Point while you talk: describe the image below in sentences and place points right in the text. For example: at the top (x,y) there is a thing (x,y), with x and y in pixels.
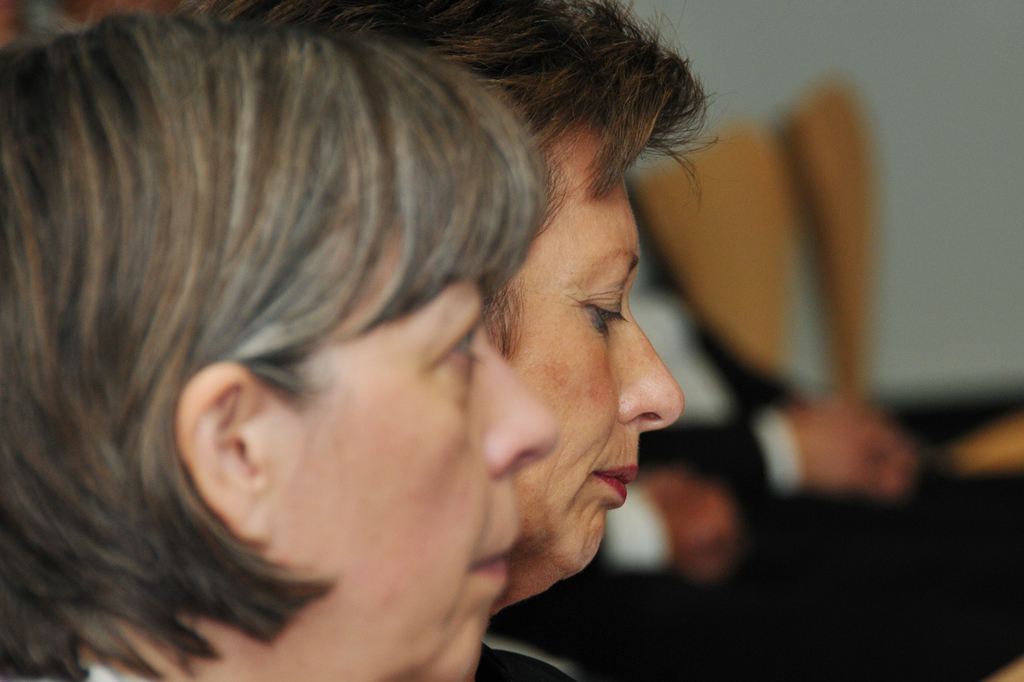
This picture shows couple of woman (602,538) seated on the chairs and we see few people (748,365) on the side and couple of empty chairs (1011,453).
